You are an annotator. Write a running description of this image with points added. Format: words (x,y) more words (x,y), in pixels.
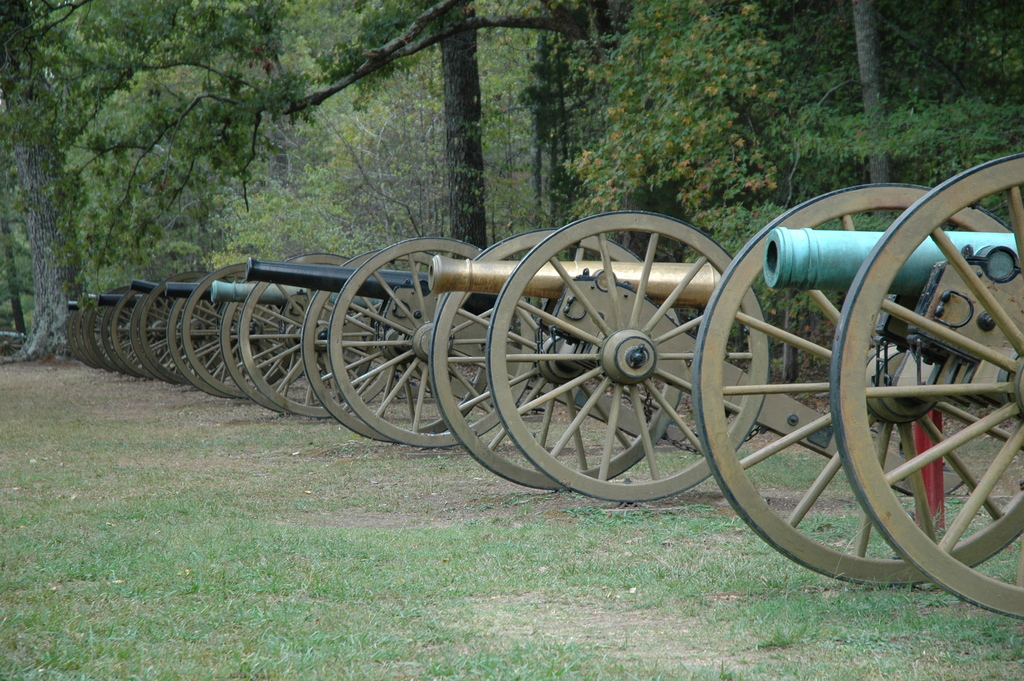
In this picture I can see a number of cannons (471,347). I can see green grass (399,409). I can see trees (444,193) in the background (515,130).
